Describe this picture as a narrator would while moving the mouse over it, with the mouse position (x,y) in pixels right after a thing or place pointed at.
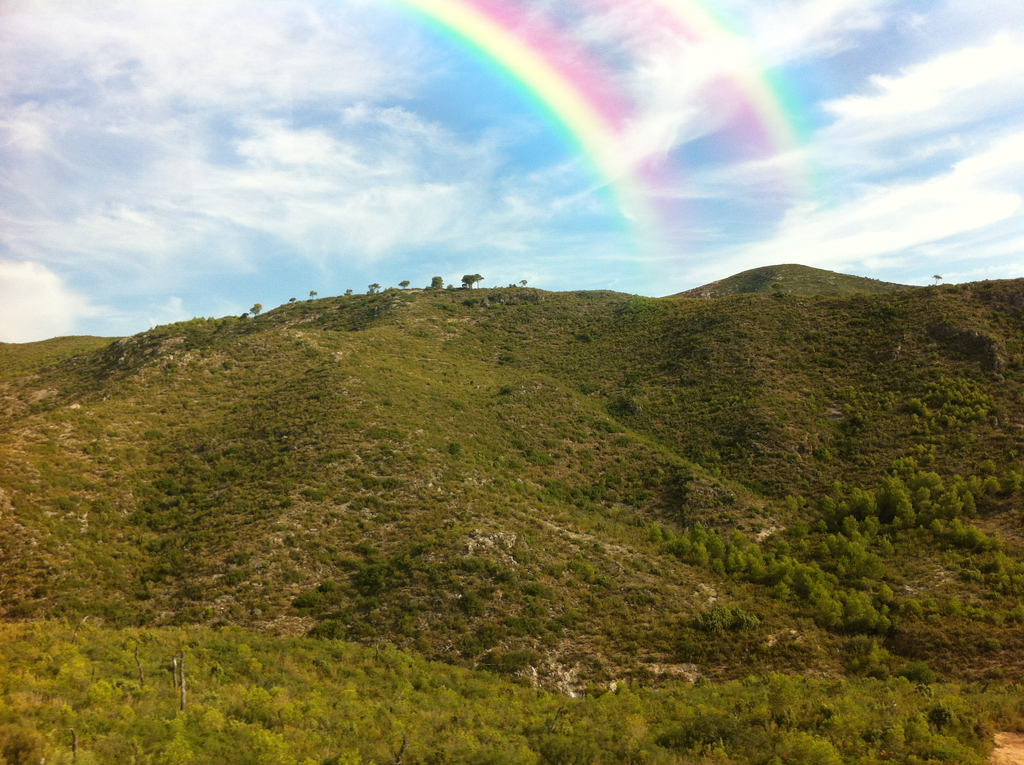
In this image we can see the mountain (499,381) with some trees (979,402) and plants (700,538) and at the top (409,110) we can see the sky (584,28) with double rainbow (722,4).
